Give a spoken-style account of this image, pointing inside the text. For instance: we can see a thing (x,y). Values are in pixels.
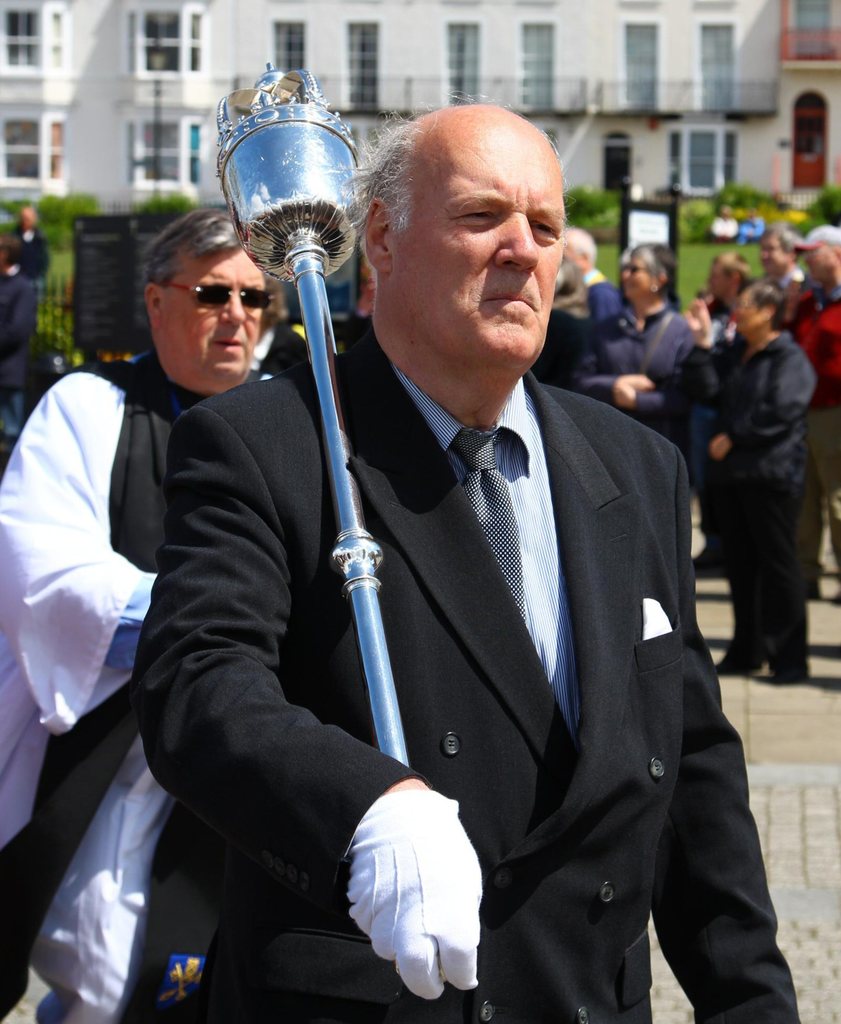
In this picture we can observe a man (450,591) wearing white color glove (401,843) and black color coat (487,727). He is holding a stick (332,466) in his hand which is in silver color. Behind him there is a person (53,626) wearing spectacles (257,291). In the background (706,373) there are some people (753,529) standing. In the background (53,210) we can observe some plants (45,234) and a building (291,41) which is in white color.
